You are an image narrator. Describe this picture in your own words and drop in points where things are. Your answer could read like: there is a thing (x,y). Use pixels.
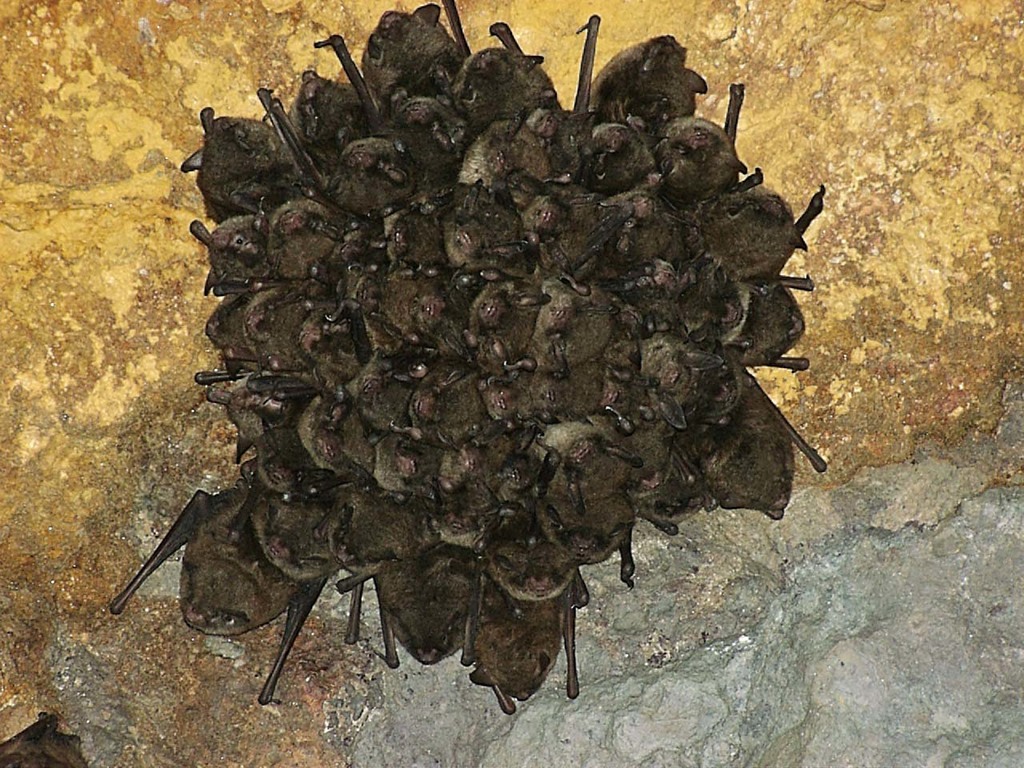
In this picture I can see many bats (718,125), beside them I can see the stone (518,724).
